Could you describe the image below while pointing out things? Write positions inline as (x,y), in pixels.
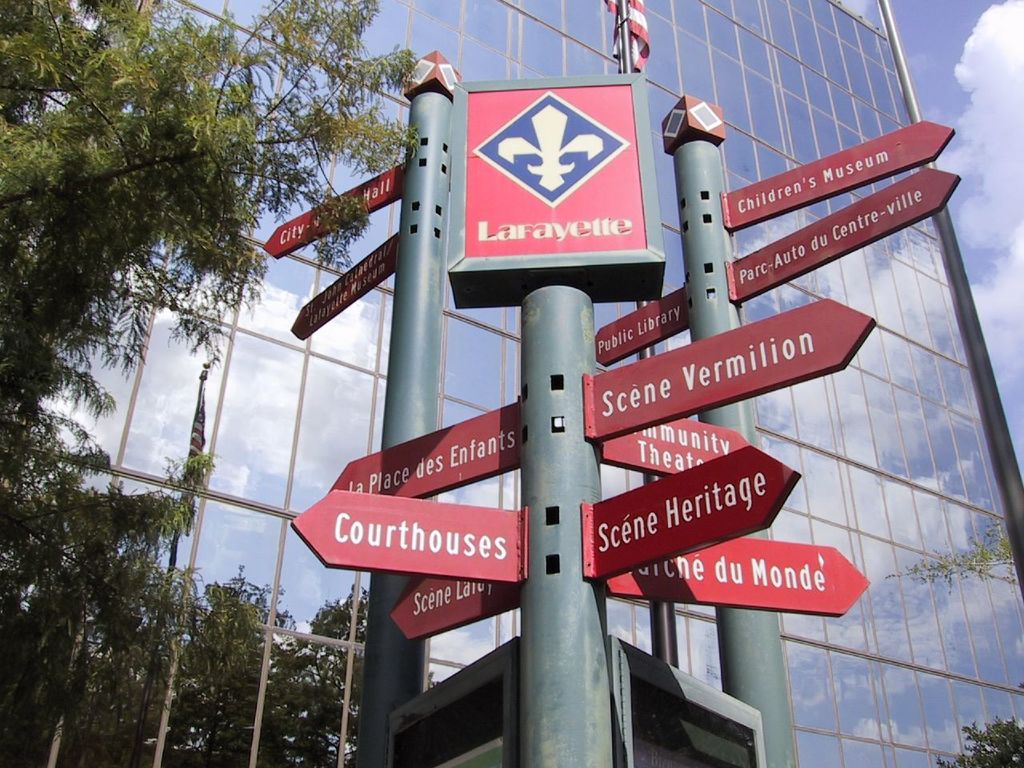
In this image, we can see some poles (534,549), there are some sign boards (388,552) on the poles (589,738), we can see a green tree (17,98), there is a building (778,230), at the top (939,15) we can see the sky (986,246).
